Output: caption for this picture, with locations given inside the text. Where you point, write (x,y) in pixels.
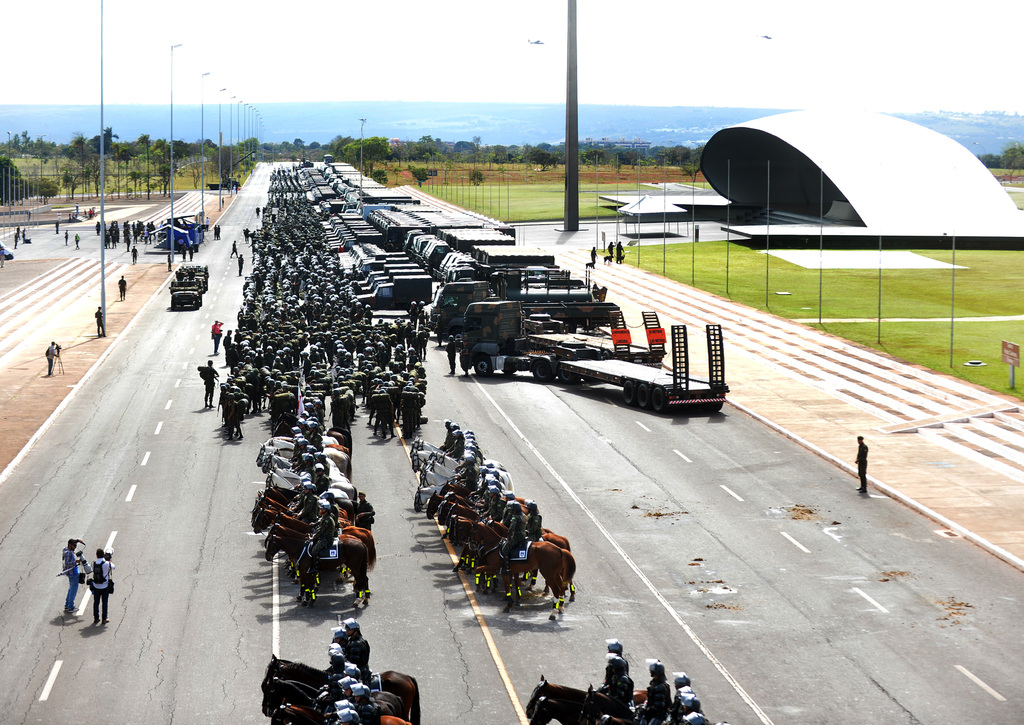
In the image there is a road (155,453) in the middle (375,482). On the road (285,594) there are few people (505,556) sitting on the horses (482,540) while the other (303,337) are standing on the road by wearing the shield (323,394). On the right side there are so many trucks (403,211), trolleys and vans (383,251) on the road (383,503). There are light poles (203,161) on either side of the road (389,466). In the background (249,140) there are trees (353,151). At the top (318,32) there is the sky (285,19). On the right side (802,129) there is a house (846,155).
